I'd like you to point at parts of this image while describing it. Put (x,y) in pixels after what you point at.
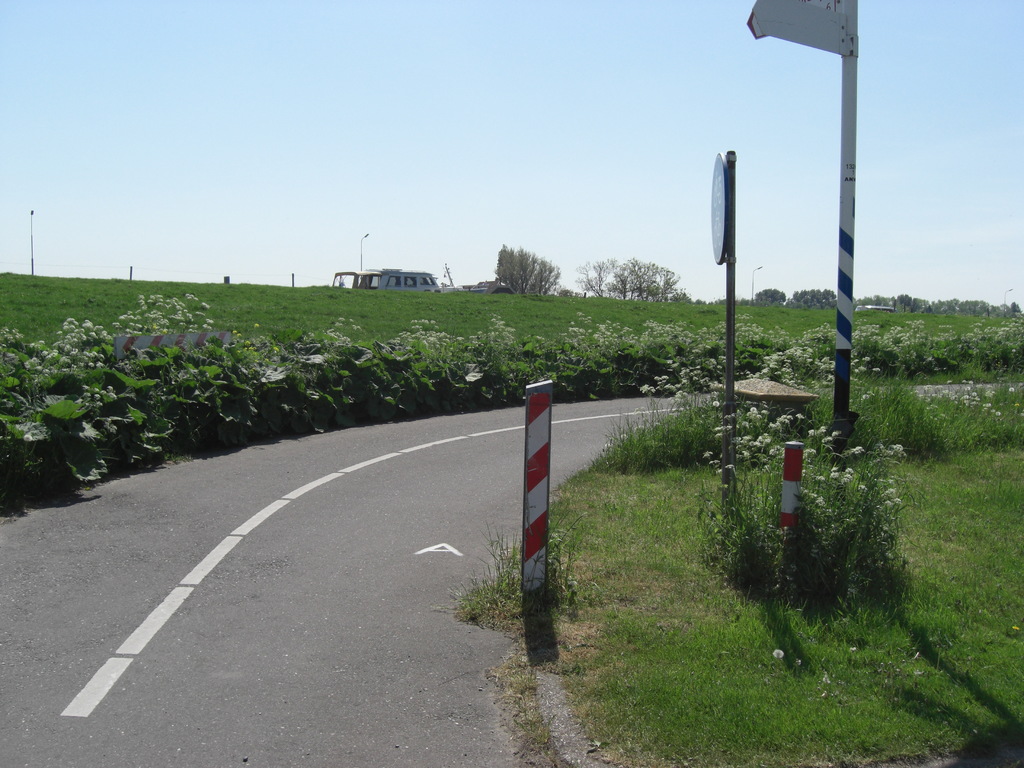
This picture is clicked outside. On the left (329,492) we can see an alley (273,564) and on both the sides we can see the green grass (882,643) and the plants (76,330) and the flowers (112,322) and we can see the metal rods (545,498) and some other objects (530,492). In the background (193,37) we can see the sky (400,128) and the vehicles (403,277) and the trees (534,266).
